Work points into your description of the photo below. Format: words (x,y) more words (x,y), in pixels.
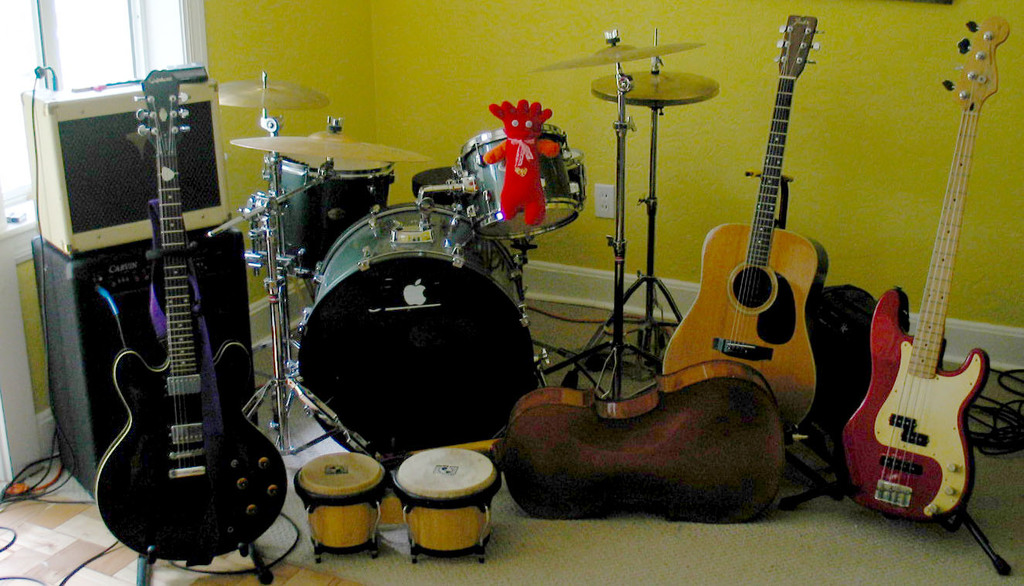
An indoor picture. This is guitar (762,337), this is a drum (420,325), that are plate (360,155). This all are musical instruments (309,247). A doll (516,170) is attached to a drum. Wall (498,67) is in yellow color. This are sound boxes (101,368).
